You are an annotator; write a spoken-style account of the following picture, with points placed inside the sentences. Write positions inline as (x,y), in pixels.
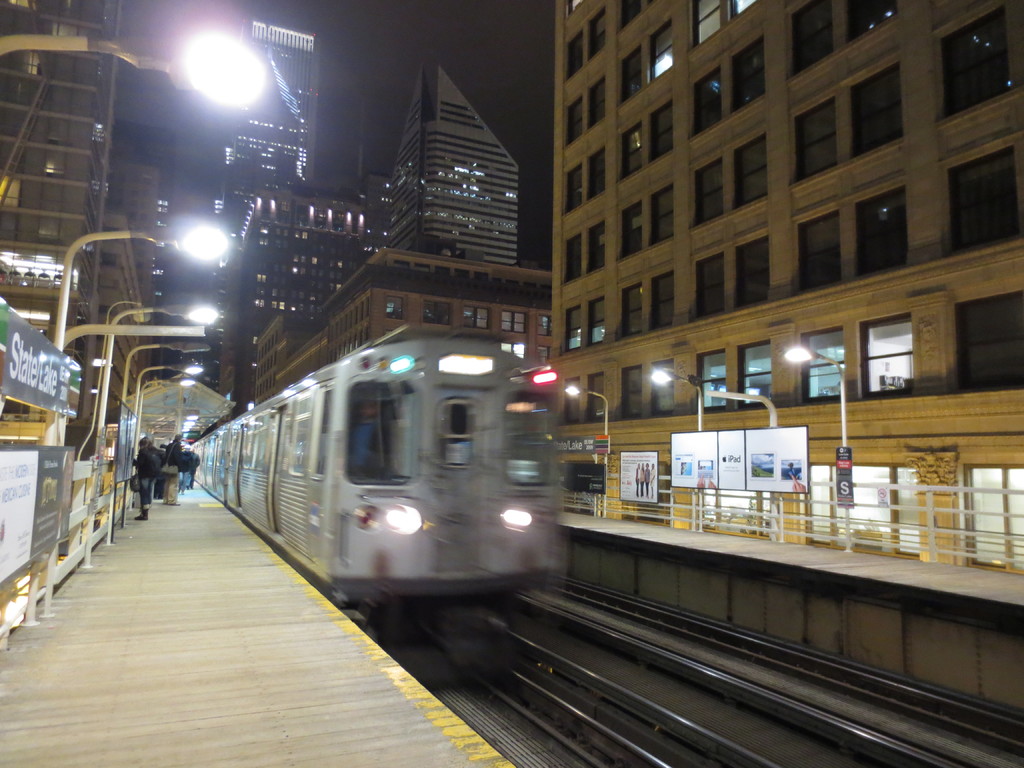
In this image, we can see two railway tracks (596,662), there is a train (396,586) on the track (620,717), at the left side (298,634) there is a railway platform (218,640) there are some people (181,447) standing, we can see some buildings (812,206).
